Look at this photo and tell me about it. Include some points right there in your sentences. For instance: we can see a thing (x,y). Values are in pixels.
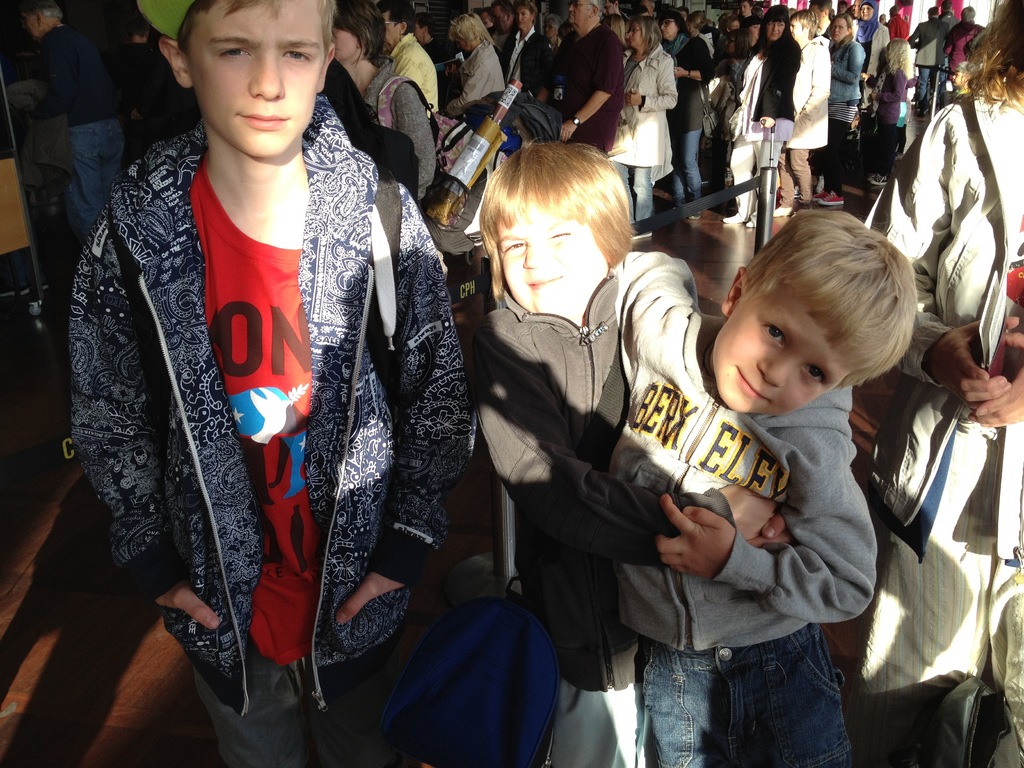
In this image we can see the crowd (534,389).
